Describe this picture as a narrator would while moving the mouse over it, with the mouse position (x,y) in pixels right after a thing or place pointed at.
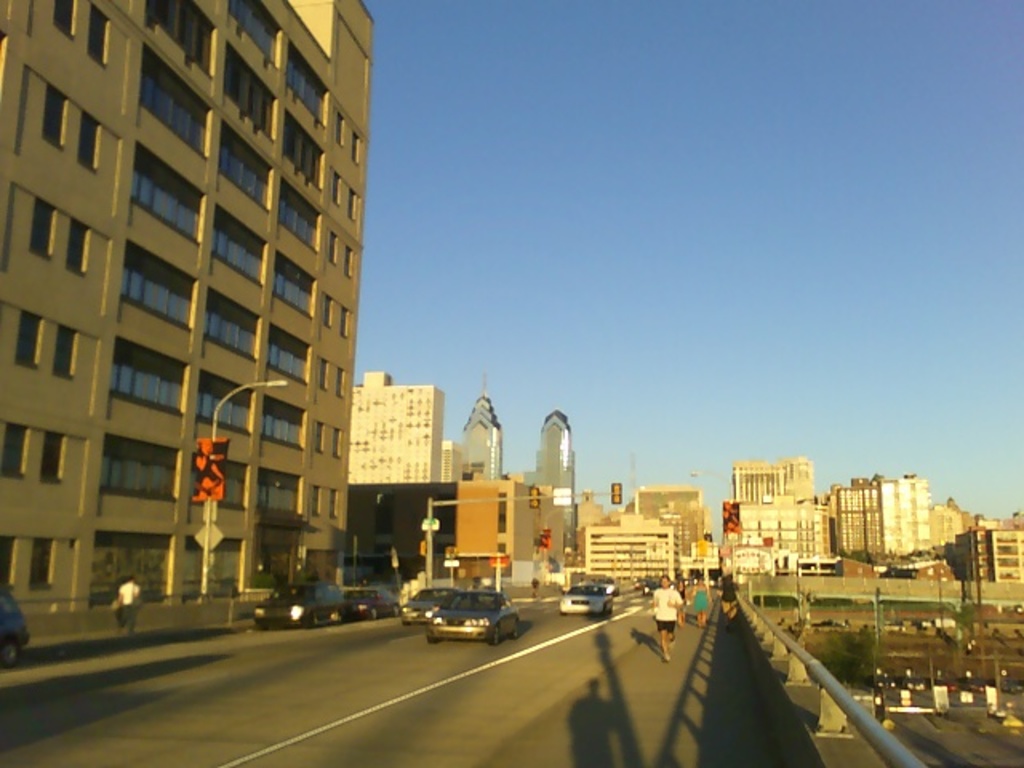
There are vehicles (450,610) and few persons (724,588) on the road (234,702). Here we can see poles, boards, and buildings (360,480). In the background (706,192) there is sky (687,289).
